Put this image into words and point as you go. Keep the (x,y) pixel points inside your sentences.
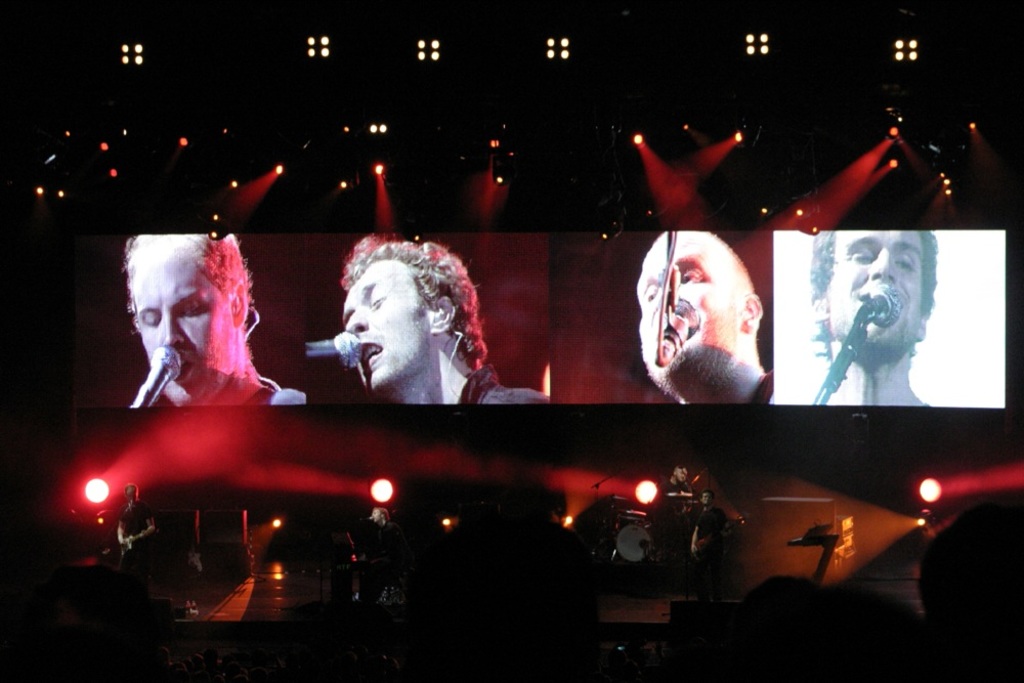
In the background of the image (603,248) there is a screen (783,275) in which there are people (134,301) sing songs holding mic (677,308). At the bottom of the image (716,542) there are people (708,560) playing musical instruments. At the top of the image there are lights (763,38). At the bottom of the image (441,640) there are persons heads (855,631).
